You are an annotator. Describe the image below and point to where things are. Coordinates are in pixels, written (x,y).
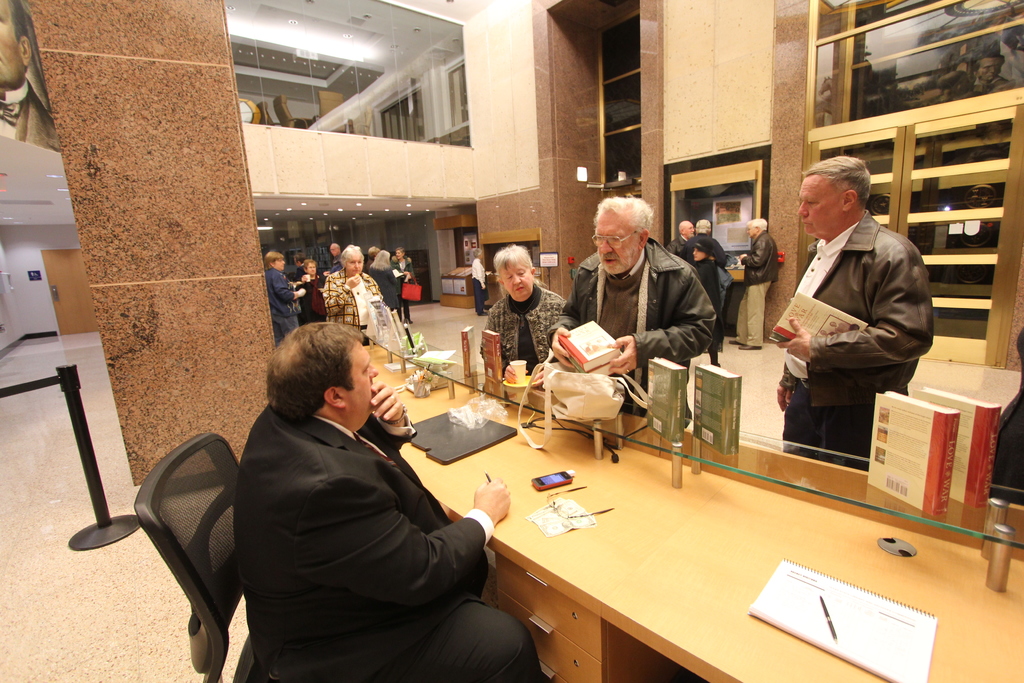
This is a building (395,238) in this building (466,314) there are group of persons (646,327) standing and only one guy (346,474) who is sitting and on the top of the table (584,538) there are spectacles (563,516), phone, book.
